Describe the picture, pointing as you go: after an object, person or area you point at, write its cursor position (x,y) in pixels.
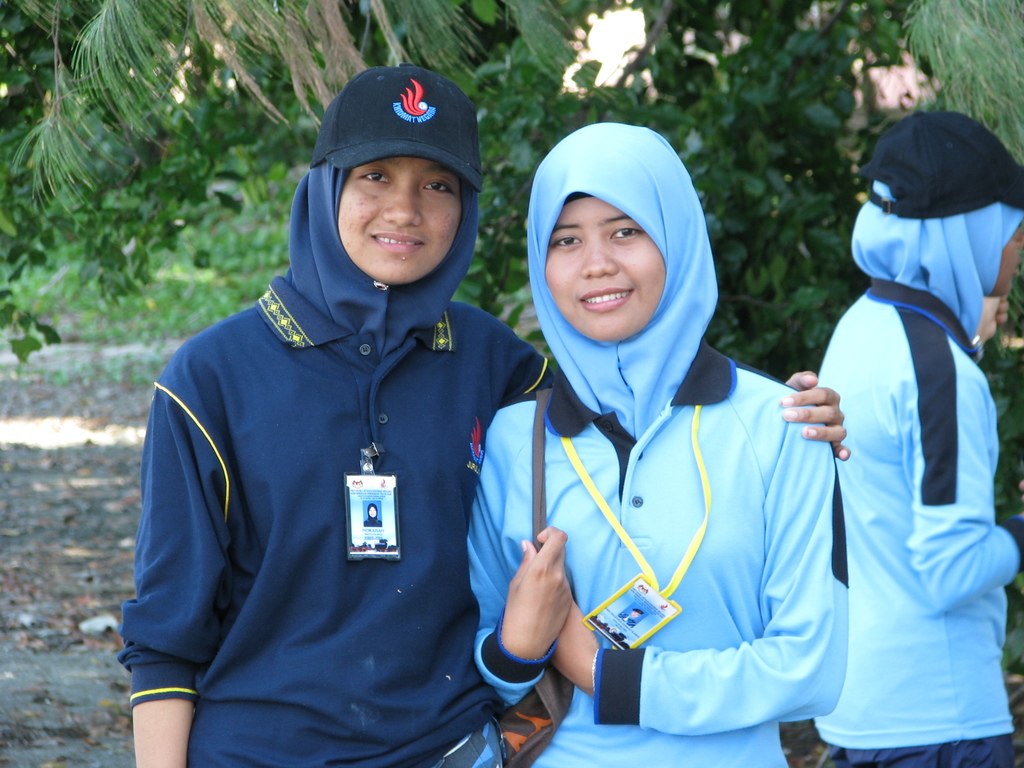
This picture describes about group of people (765,391), few people (578,452) wore badges (367,512), behind to them we can see few trees (539,132).
